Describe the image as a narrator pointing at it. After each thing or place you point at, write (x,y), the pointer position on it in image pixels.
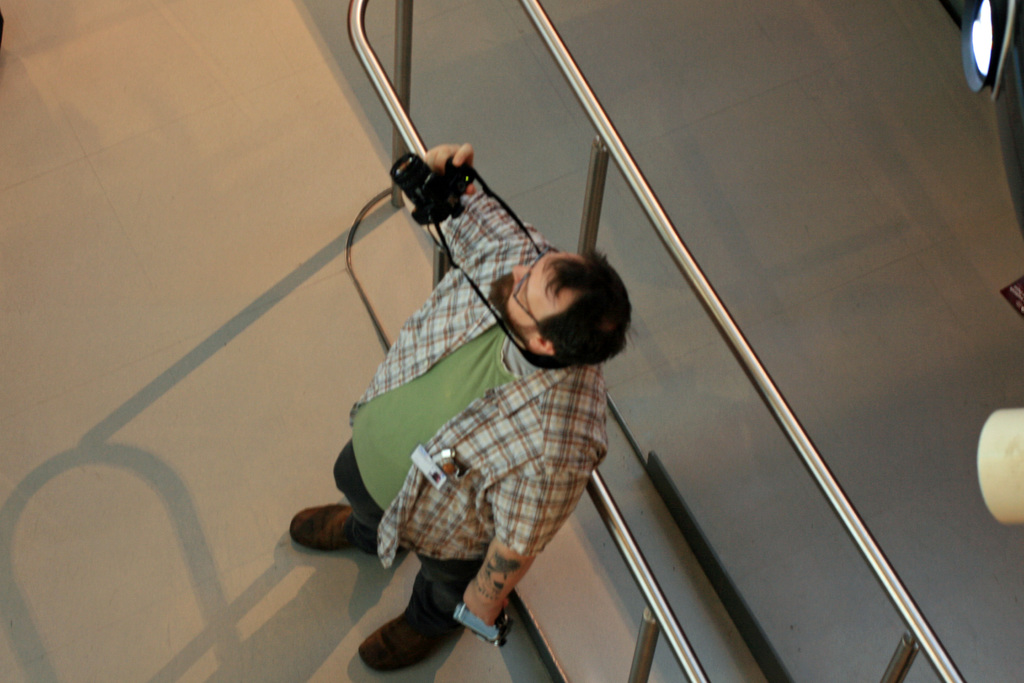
In this image we can see there is a person (517,323) standing on the ground (416,239) and holding a camera (428,207) and with the other hand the person (463,481) holding an object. At the back (985,24) there are lights (962,55) and iron rods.
